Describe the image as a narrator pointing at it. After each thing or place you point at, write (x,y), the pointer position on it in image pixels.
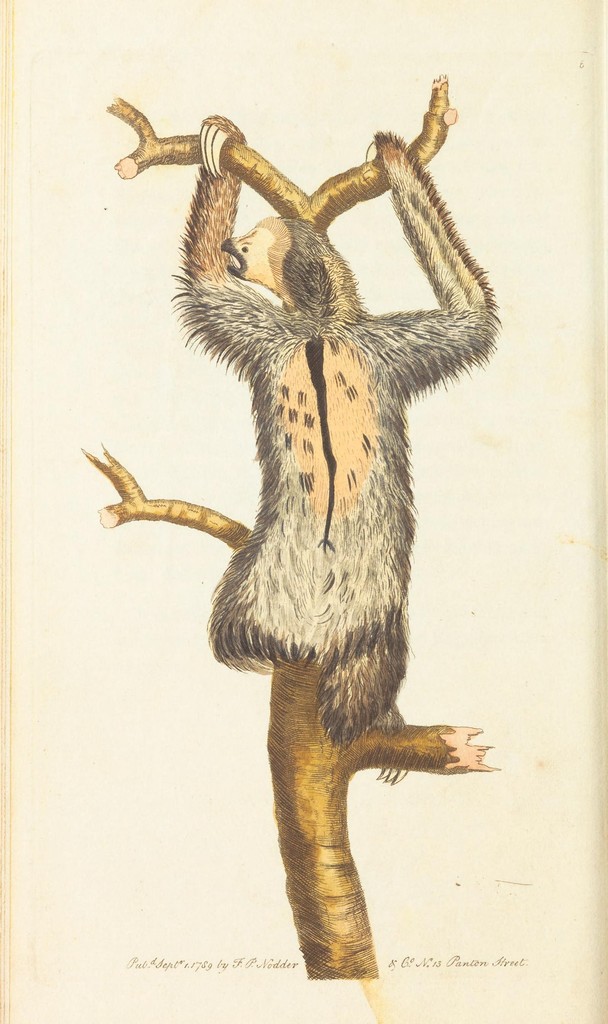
In this image an animal (319,372) visible on the trunk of tree (308,779), at the bottom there is a text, it may be look like a poster (394,439).
